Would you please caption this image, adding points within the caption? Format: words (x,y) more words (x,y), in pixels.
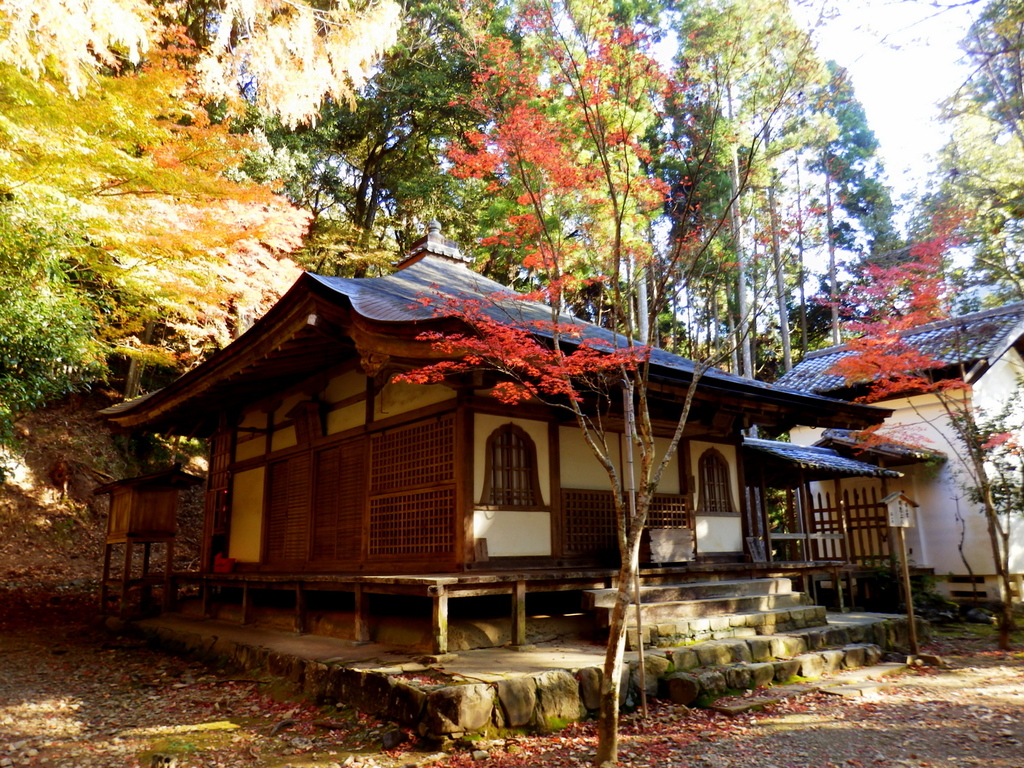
In the front of the image (468,515) there are trees (911,368), houses (559,457) and objects (900,500). In the background of the image (400,227) there are trees (101,127) and sky (893,51).
